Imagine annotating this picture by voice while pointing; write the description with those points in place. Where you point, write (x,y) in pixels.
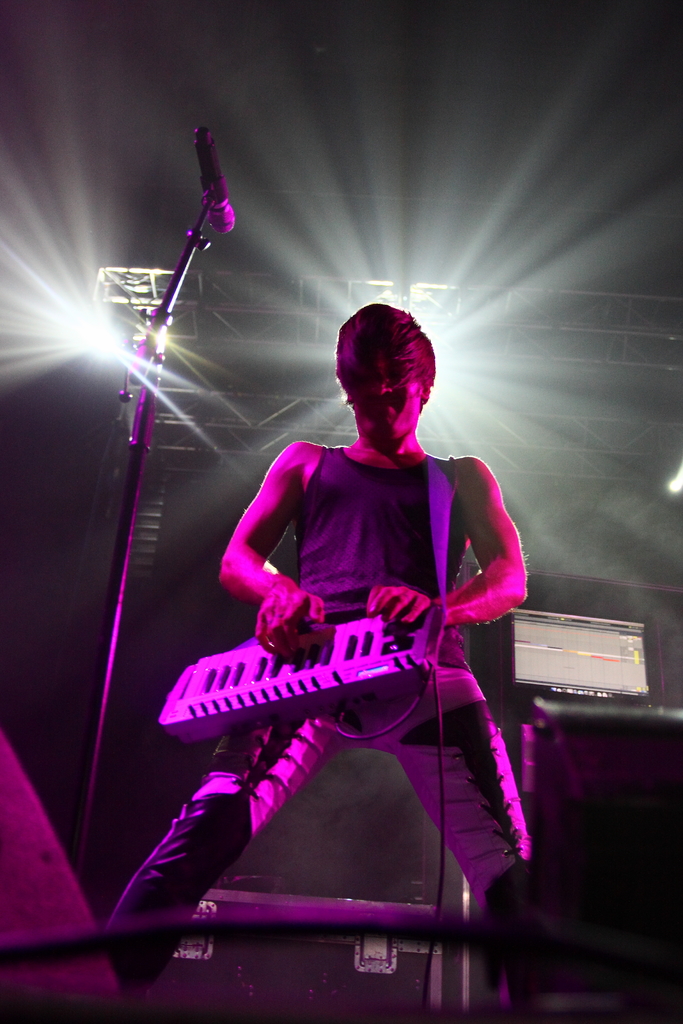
In this picture I can see in the middle (405,528) a man (465,741) is playing the piano (304,709). On the left side (112,646) there is a microphone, in the background (513,396) there are lights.
